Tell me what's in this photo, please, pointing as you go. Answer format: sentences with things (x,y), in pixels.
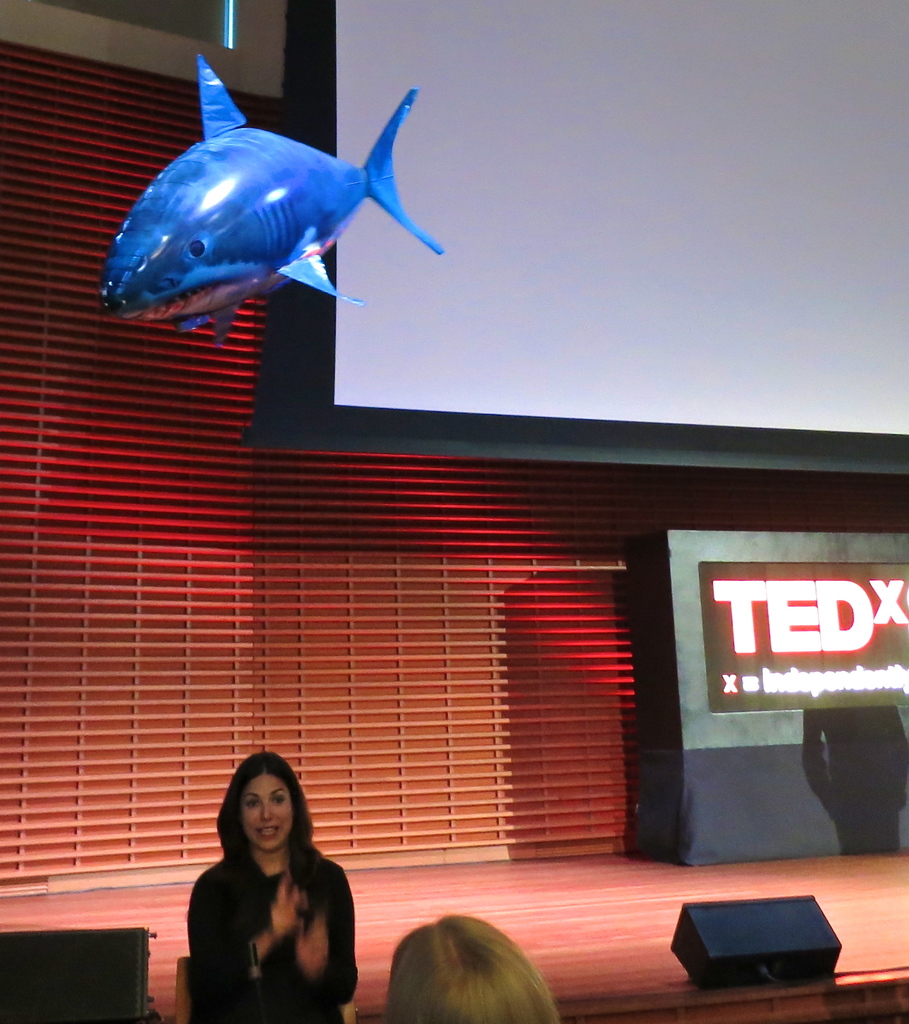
In this image there is a person (251,825) standing, another person (459,962), stage (747,1013), speakers (818,940), screens (662,63), inflatable shark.
